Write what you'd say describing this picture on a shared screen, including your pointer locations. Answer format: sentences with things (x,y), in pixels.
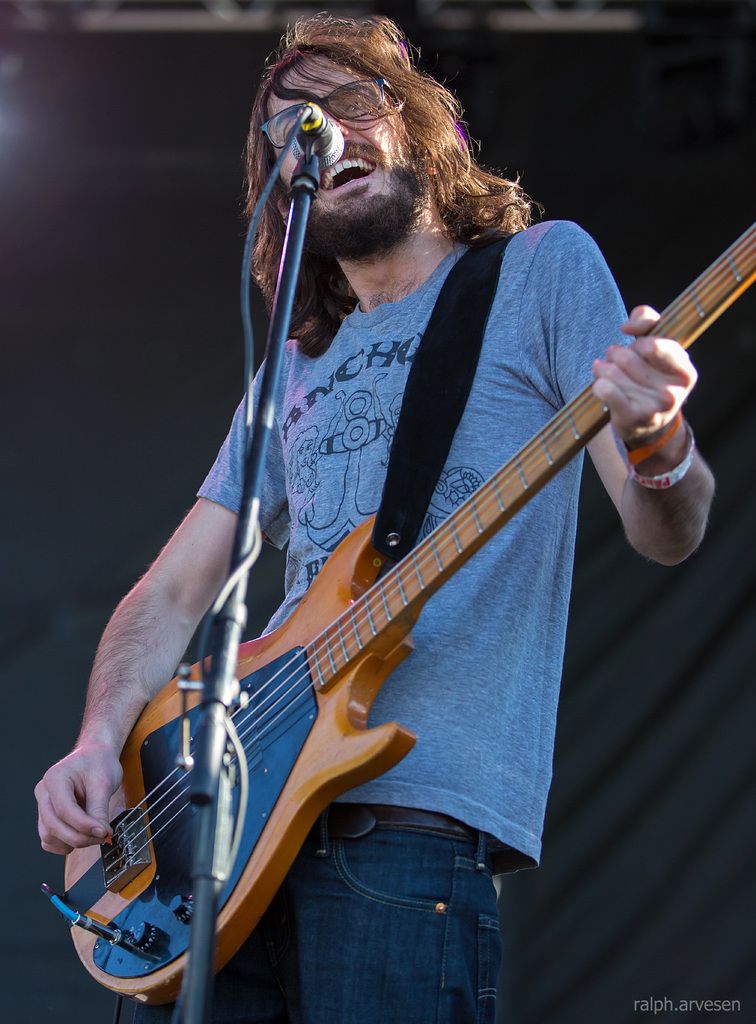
Here in this picture is a man (510,294) standing with a guitar (282,789) with him and microphone (249,485) in front of him he is playing the guitar (298,690) as well as singing a song and this can be described by seeing his mouth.
